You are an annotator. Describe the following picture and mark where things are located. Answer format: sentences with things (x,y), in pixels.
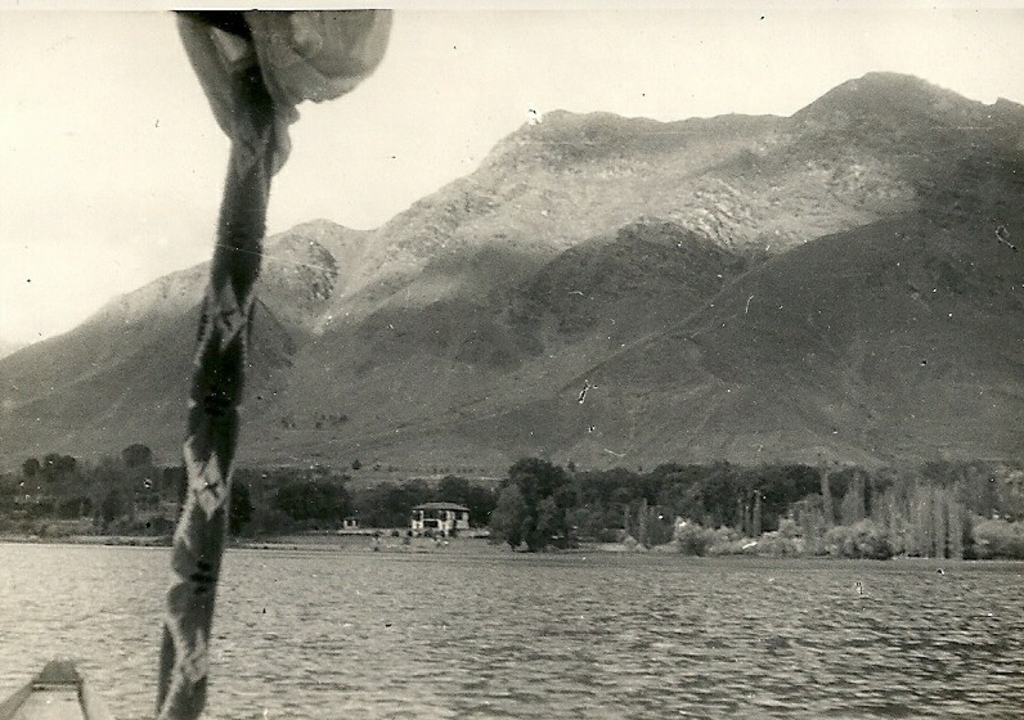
In this image we can see a boat (70,691) on the water (528,626), there is an object (223,444) looks like a stick (200,620), in the background (526,500) there are few trees (471,498), a building (455,520), mountains (601,202) and the sky (475,131).
